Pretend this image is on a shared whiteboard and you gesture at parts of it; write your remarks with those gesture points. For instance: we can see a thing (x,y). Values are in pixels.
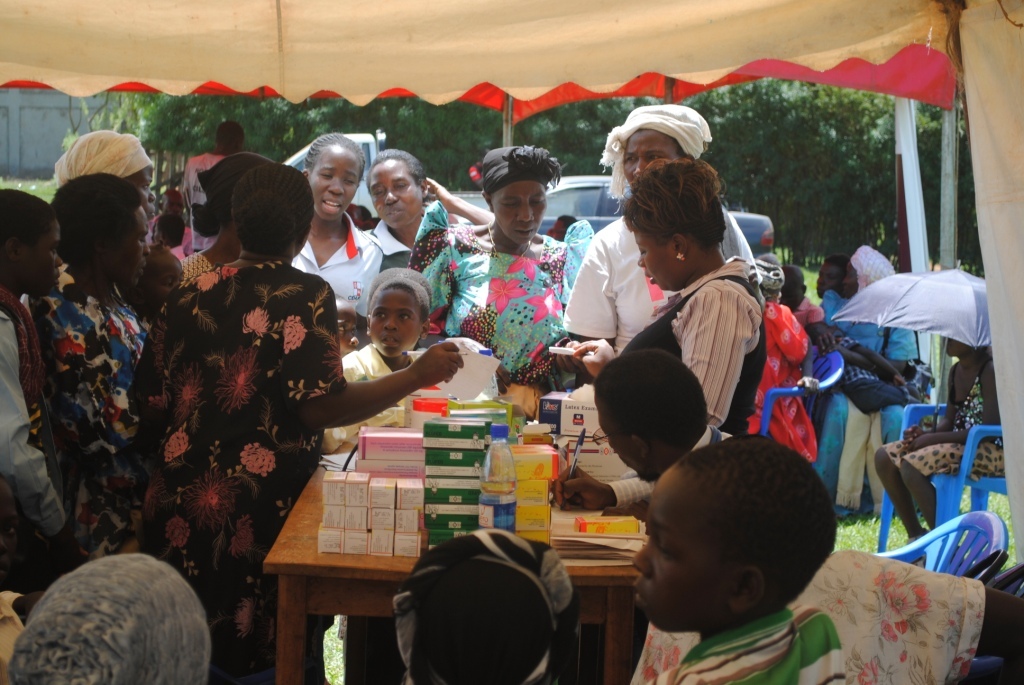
In this image I can see a woman (239,368) wearing black and pink dress (249,334) and another woman (694,326) wearing white shirt (698,323) and black jacket (669,323) and few other persons (464,245) standing around a table (297,534) and on the table (315,536) I can see few boxes (400,494) which are white, pink and green in color and a water bottle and few other objects (529,514). In the background (832,321) I can see a person (850,375) sitting on a chair (916,407), and umbrella (909,310), few other persons (777,366) sitting on blue colored chairs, few trees (823,154) and a tent (458,61) which is cream in color.
